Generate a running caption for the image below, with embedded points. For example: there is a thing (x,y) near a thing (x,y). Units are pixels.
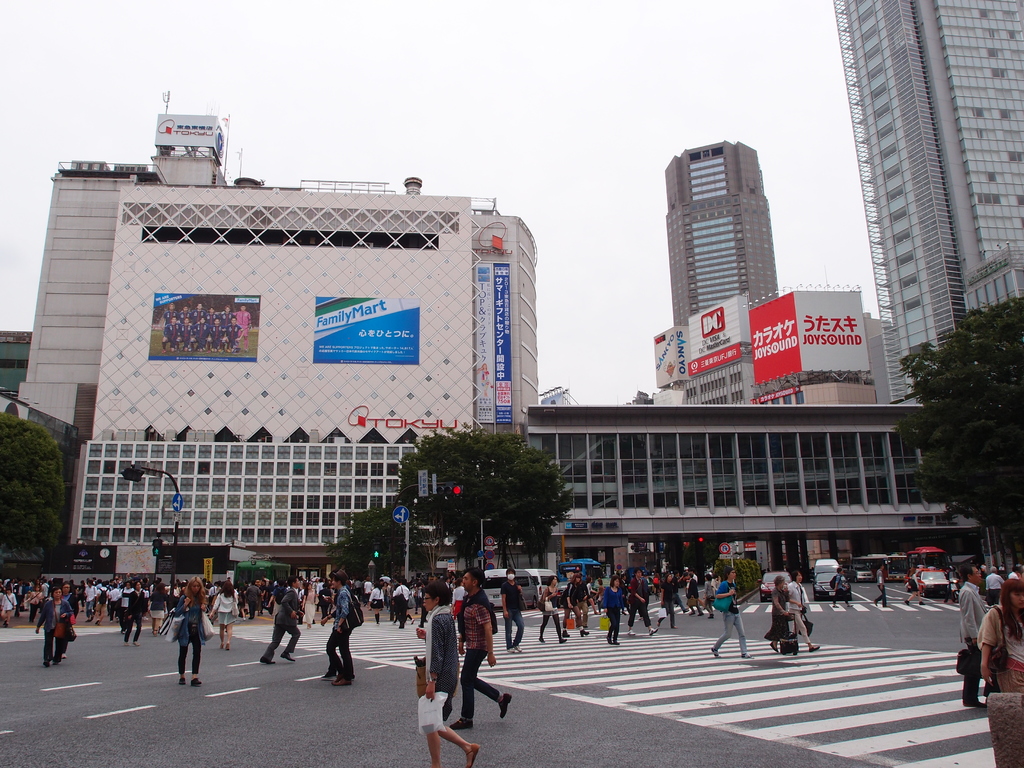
In this picture we can see a group of people (412,591) walking and vehicles (958,586) on the road (564,714). In the background (45,537) we can see trees (45,537), buildings (968,234), plants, banners (211,320), poles (173,564), some objects (154,554) and the sky (417,84).
